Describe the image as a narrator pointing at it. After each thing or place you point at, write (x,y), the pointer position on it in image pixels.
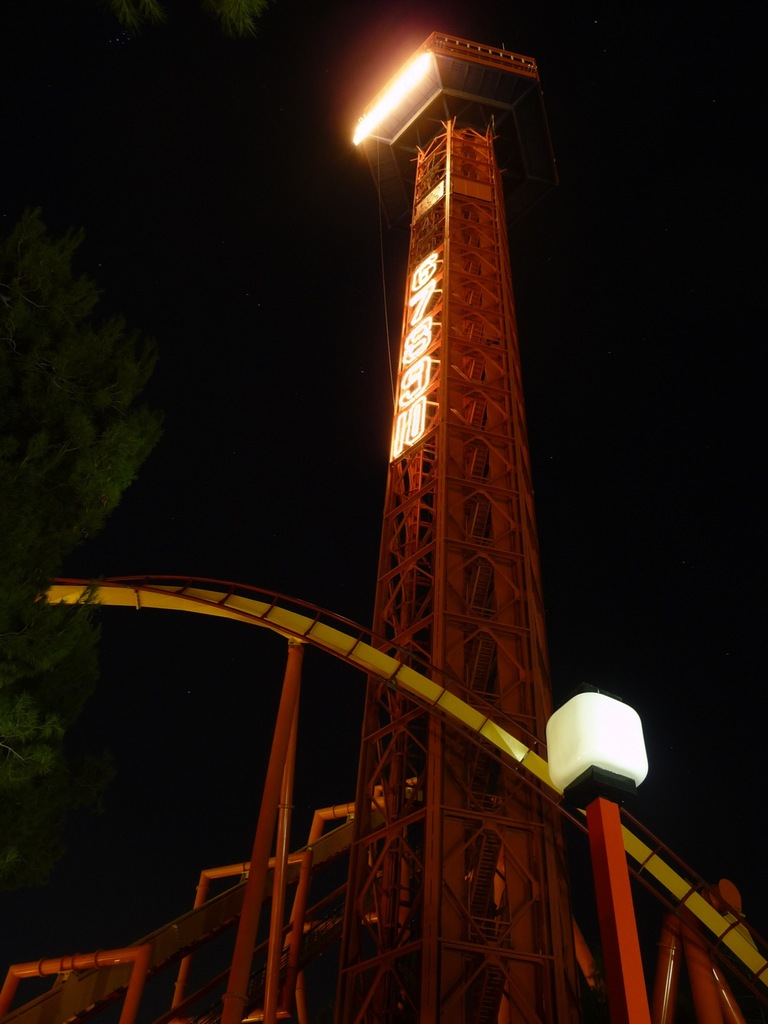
In the middle of the picture (401,517), we see a tower (438,750). In the right bottom of the picture (598,833), we see a pole (598,889) in red and white color. In the background (598,428), it is black in color. This picture is clicked in the dark.
